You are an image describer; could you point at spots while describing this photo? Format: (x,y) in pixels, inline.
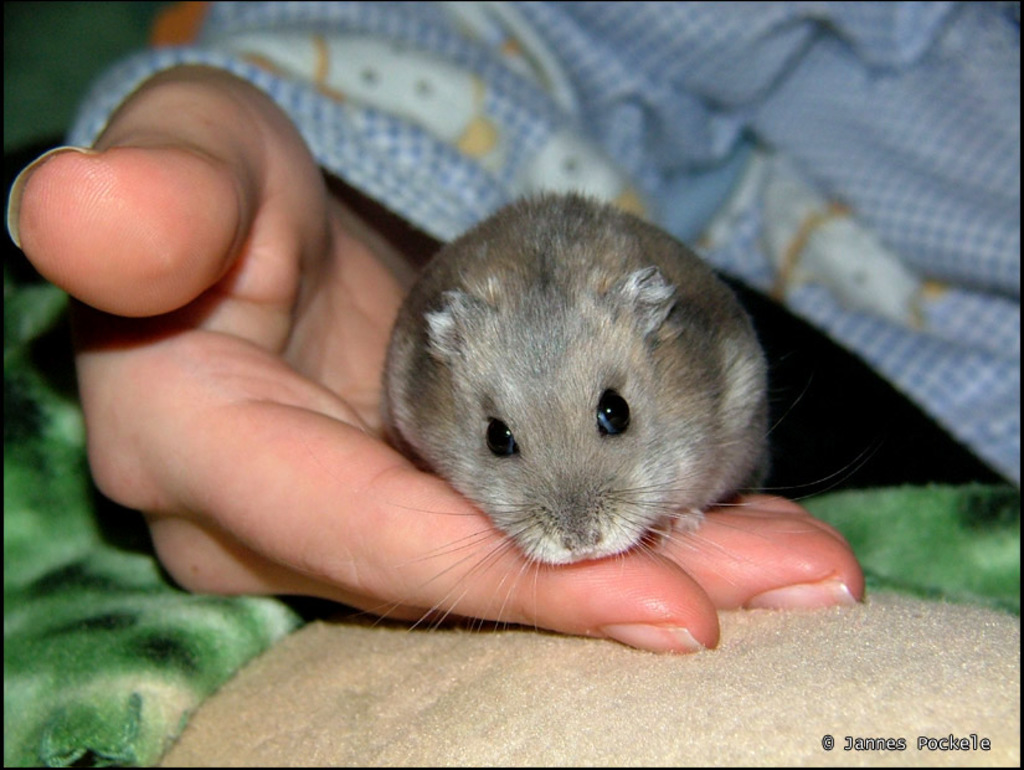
In this picture we can see a hamster (520,510) on a person hand (236,417), cloth (447,76), watermark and in the background (929,457) it is blurry.
